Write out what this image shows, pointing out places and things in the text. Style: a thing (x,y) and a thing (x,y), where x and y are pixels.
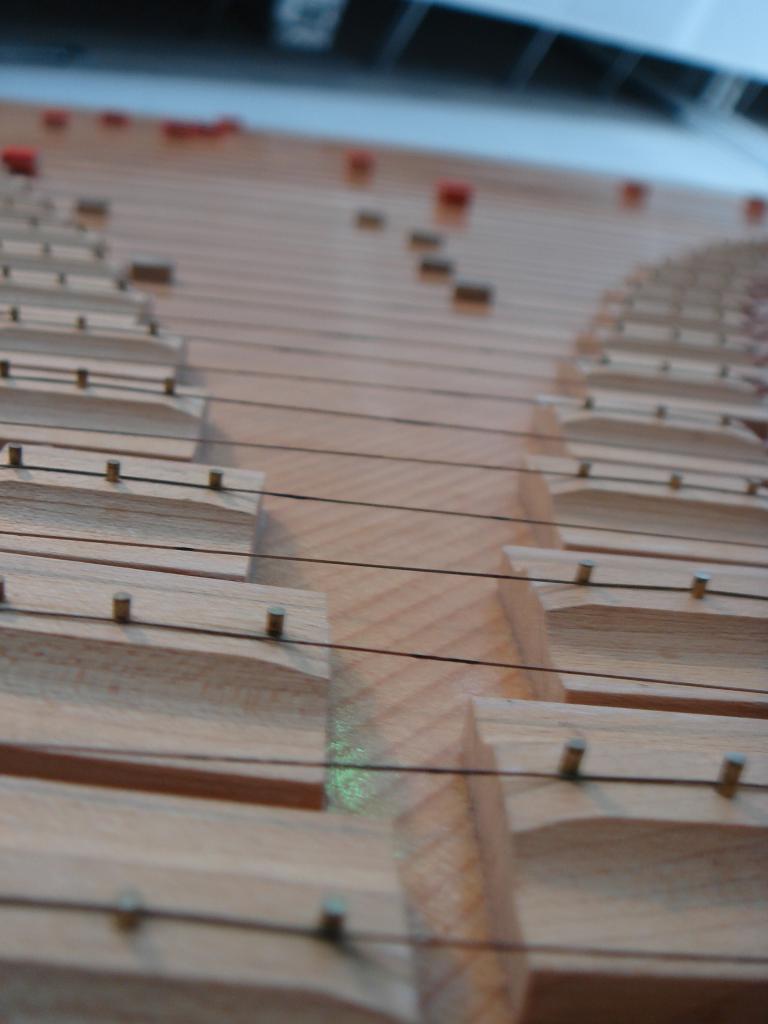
In this image I can see the wooden object (412,629) which is cream in color and few strings (429,771) to it. I can see the blurry background (602,92) in which I can see few red and black colored objects (426,236).
